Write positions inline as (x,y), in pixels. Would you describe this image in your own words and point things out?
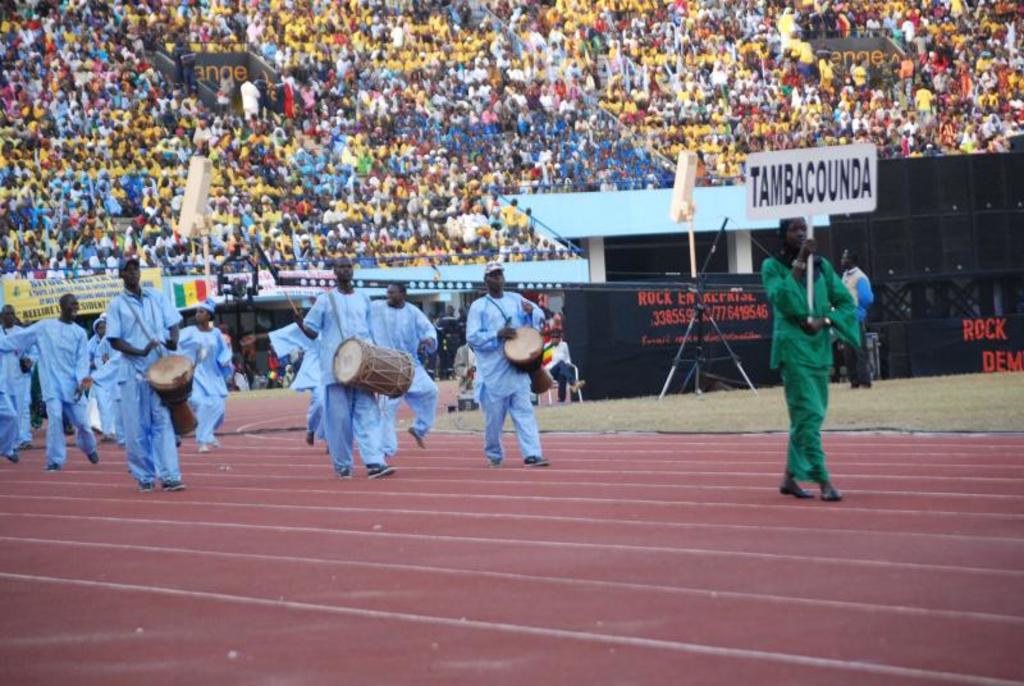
In the center of the image (344,284) there are people (480,321) playing musical instruments (515,351). There is a lady (795,491) holding a placard (768,165). In the background of the image (425,57) there are people (139,251) sitting in stands (551,134). To the right side of the image (912,391) there is grass (970,402).
